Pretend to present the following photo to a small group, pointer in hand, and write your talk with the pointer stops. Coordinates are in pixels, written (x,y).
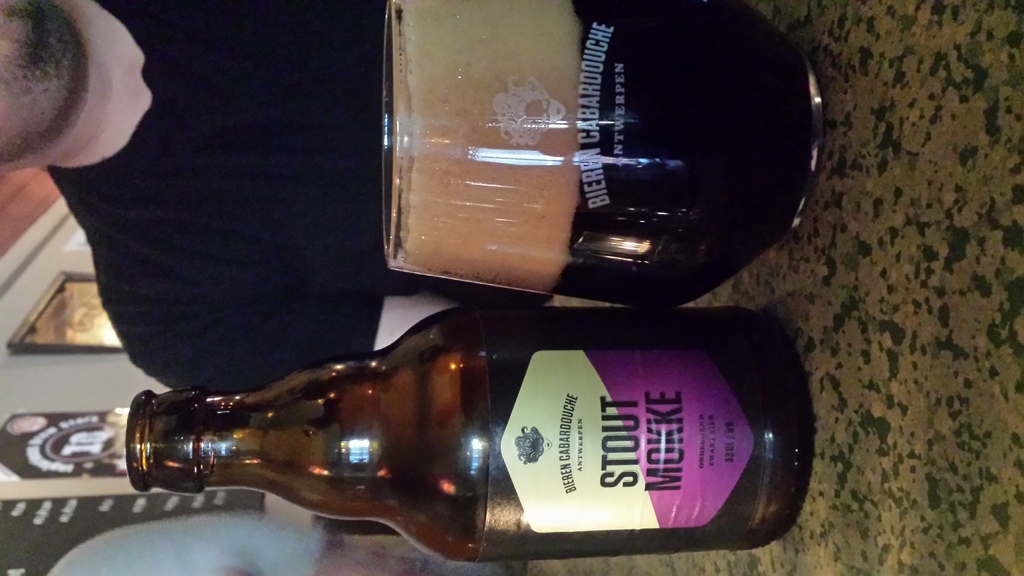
In this picture we can see a brown color beer bottle (635,447) and the glass (717,198) is kept on the top of the table (919,241). Behind we can see a man (280,205) wearing black t-shirt (270,230) is standing and black color menu board (55,508) and a photo frame (36,335) is hanging on the back wall (62,488).
